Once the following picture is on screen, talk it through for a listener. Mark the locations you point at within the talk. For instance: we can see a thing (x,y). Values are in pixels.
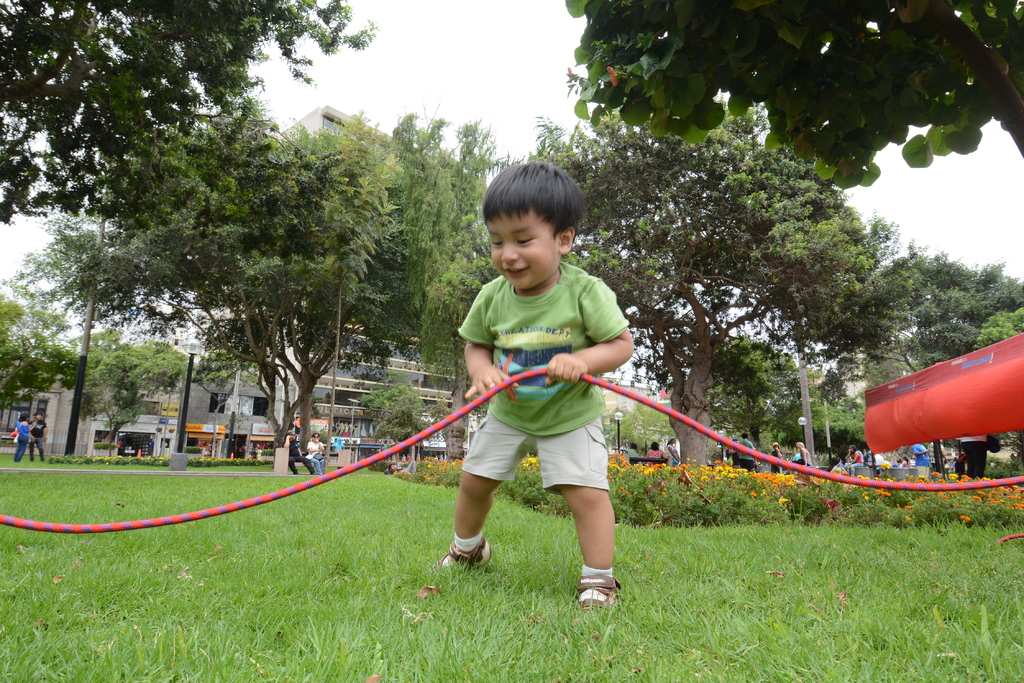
This is completely an outdoor picture. On the background of the picture (332,364) we can see a building (379,386), trees (380,332). Here there are few people (800,459) sitting on the benches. This is a park (496,577) with fresh green grass (508,574) and few plants (753,480) and also there are flower plants (766,496). On the left side of the picture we can see two persons (18,460) standing and talking to each other. Here we can see two persons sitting on a bench (341,456). The picture is mainly highlighted with a kid (558,183), with a beautiful smile on his face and he is playing with a rope (454,415).
